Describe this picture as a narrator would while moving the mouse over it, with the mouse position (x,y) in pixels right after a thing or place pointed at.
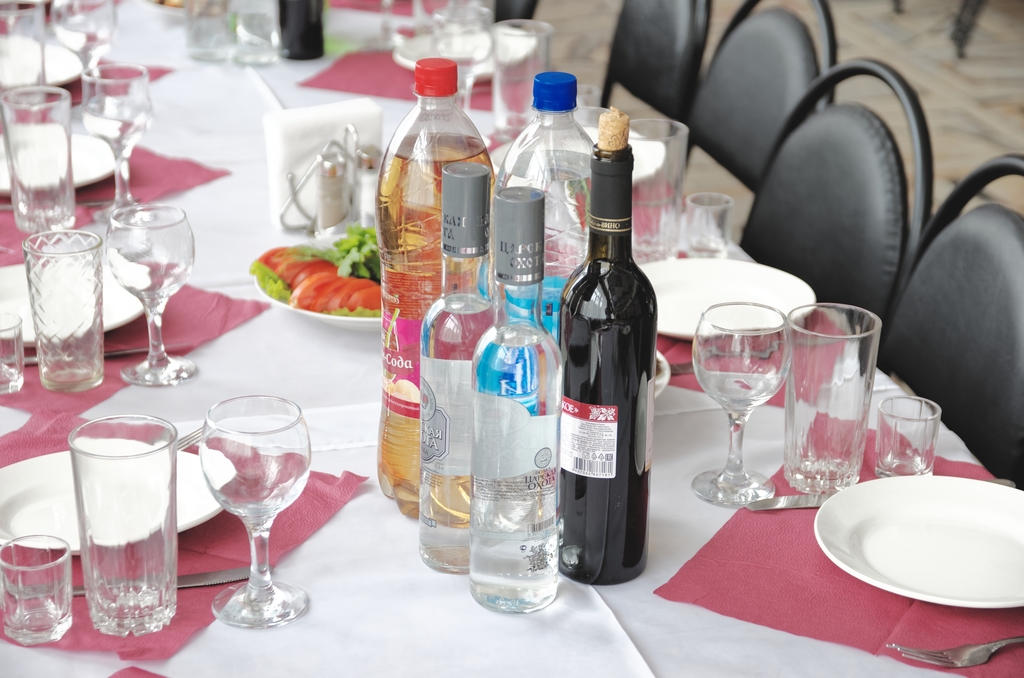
In this picture we can see a table (429,629) with a white cloth (462,670) on it. We can see plates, wine glasses (228,487) and drinking glasses (162,602) on it. These are the bottles (533,483). This is a salad (332,296) in a plate (314,312). This is a tissue paper stand (318,135). These are the chairs (843,115) in black colour. This is a floor (962,111).
